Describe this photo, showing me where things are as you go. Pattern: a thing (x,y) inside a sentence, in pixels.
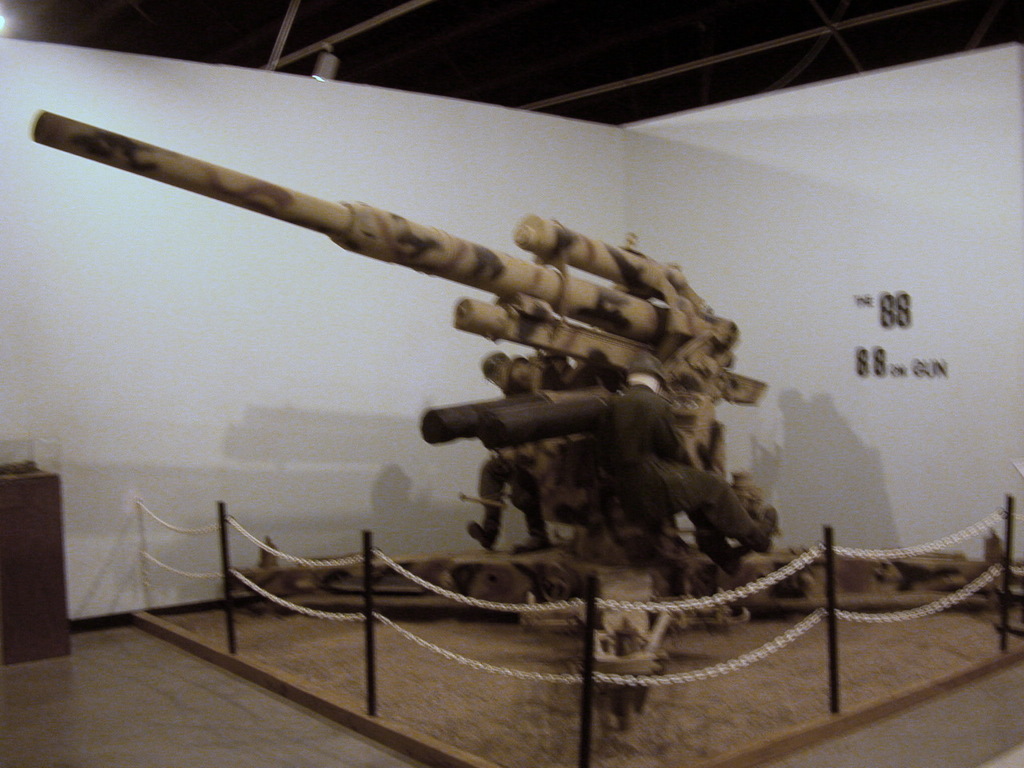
There are two people (512,385), in between these two people (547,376) we can see gun (462,424). We can see chains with poles (591,621), floor (92,695) and object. We can see some text (885,360) on a wall (781,175). At the top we can see light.
